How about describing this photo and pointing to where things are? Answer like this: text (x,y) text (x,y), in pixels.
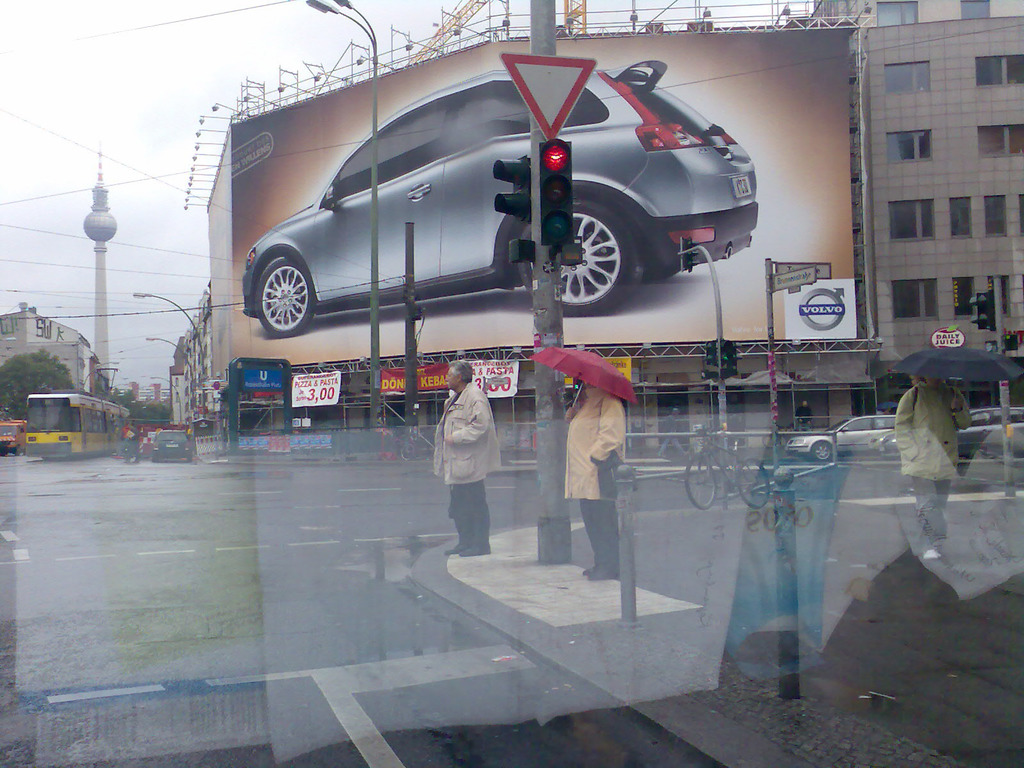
In this image there is a three way road (345,589) where we can see a traffic pole (537,420) which is showing red color and there are two people (479,430) where one person (475,513) is standing idle and there are two persons (926,549) who are carrying umbrellas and on the other side of the road (982,490) there are some cars (880,437) which are parked and there is also a building (925,242) beside the building (918,260) there is a hoarding (484,92) where there is car picture (639,256) on it and also volvo is written at the bottom right corner of the board (747,293) and on the other side of the road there is also a bus (73,420) which is yellow in color and also some cars (166,459) are waiting over here which means as the signal (542,157) is red and there is also a tower (98,279) where its dome (105,215) is round and there are also some buildings (197,359) towards the hoarding (234,321).
